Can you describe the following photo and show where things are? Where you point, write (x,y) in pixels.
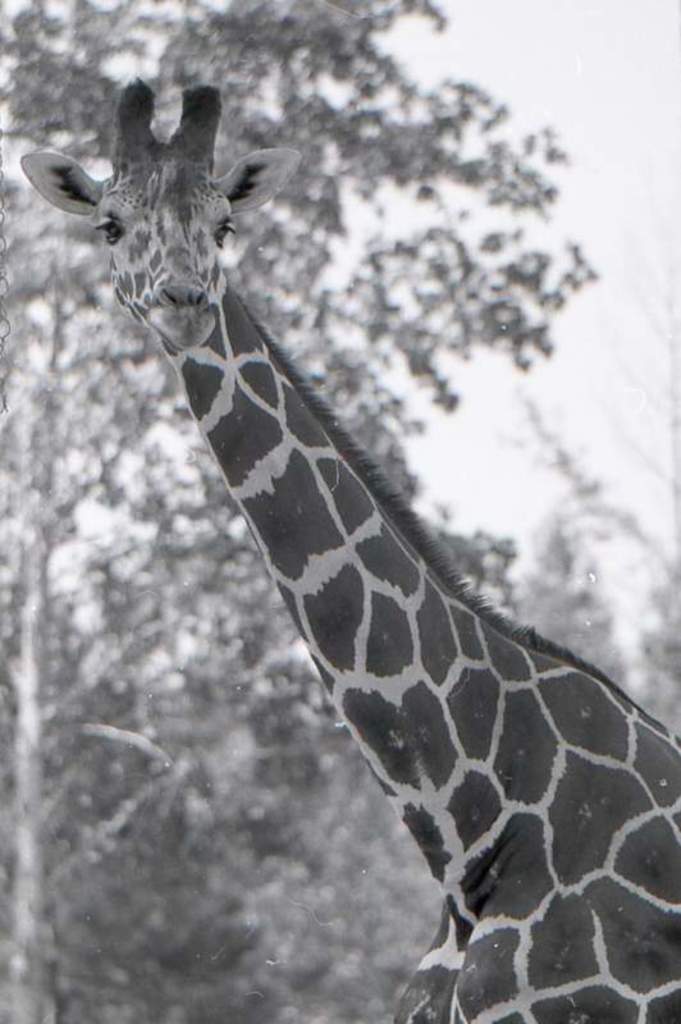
It is a black and white picture. In the front of the image (604,945) there is a giraffe (231,440). In the background of the image (326,56) it is blurry and there are trees (360,66).
